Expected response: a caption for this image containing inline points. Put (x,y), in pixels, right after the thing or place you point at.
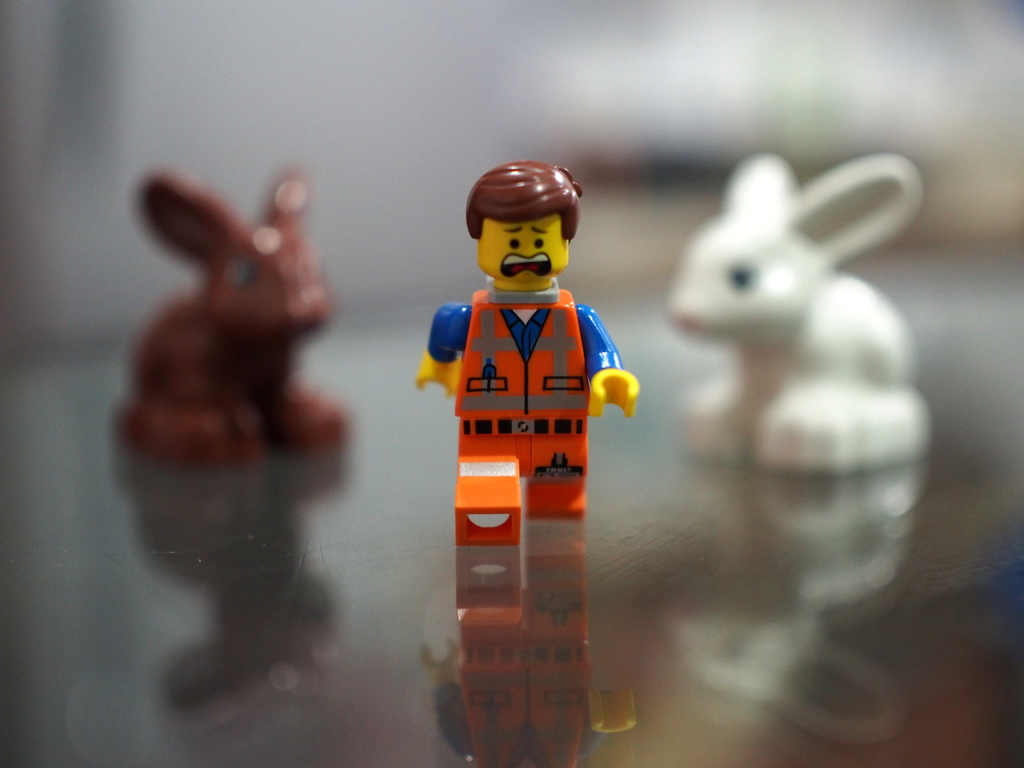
This is the picture of three toys (555,328) which are in the shape of a person (540,427) and rabbit (181,446).
